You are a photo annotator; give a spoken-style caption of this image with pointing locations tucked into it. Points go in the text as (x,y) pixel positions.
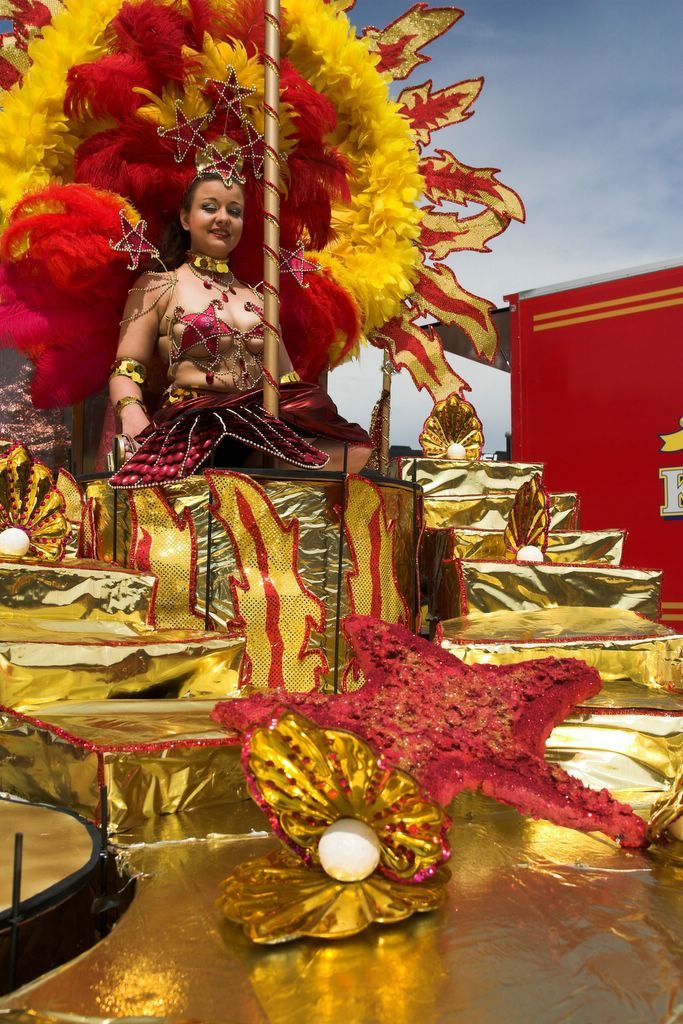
In the center of the image (308,452), we can see a lady (330,447) wearing costume (244,383) and sitting on the palanquin (190,529) and we can see some decor items (533,749) and a shed (542,406) with some text (674,509). At the top (531,86), there is sky (532,100).
